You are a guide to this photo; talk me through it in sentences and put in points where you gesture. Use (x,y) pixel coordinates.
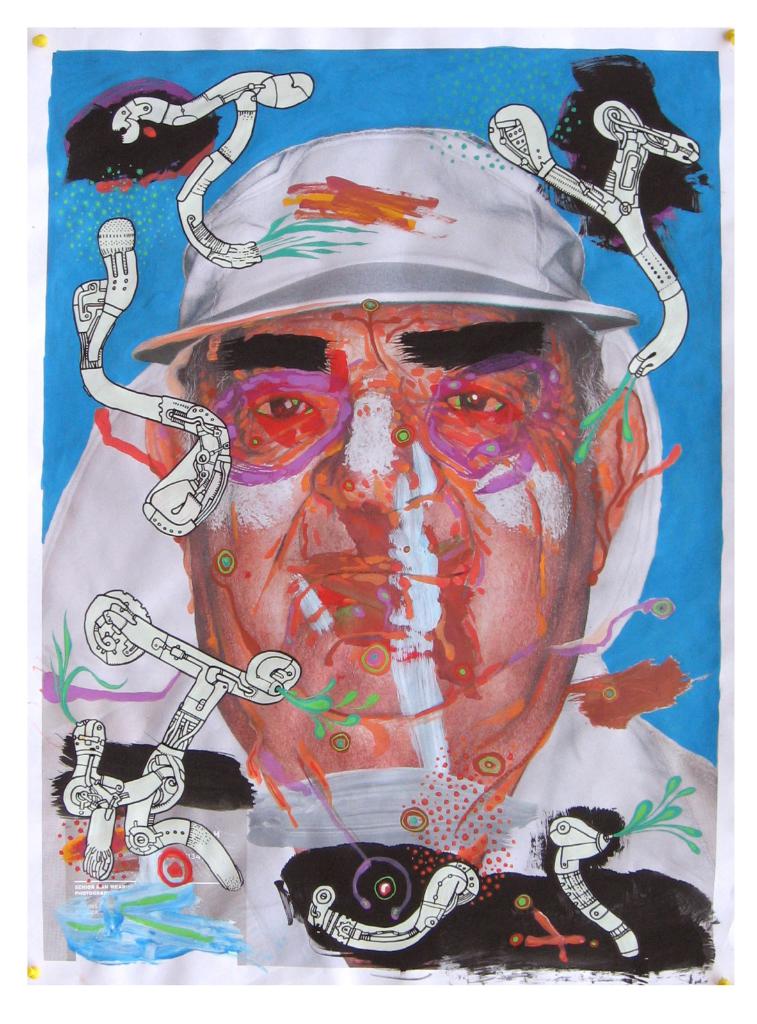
In this image I can see depiction picture where I can see a man (359,576) and few white color things (107,400). I can also see blue color in the background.
